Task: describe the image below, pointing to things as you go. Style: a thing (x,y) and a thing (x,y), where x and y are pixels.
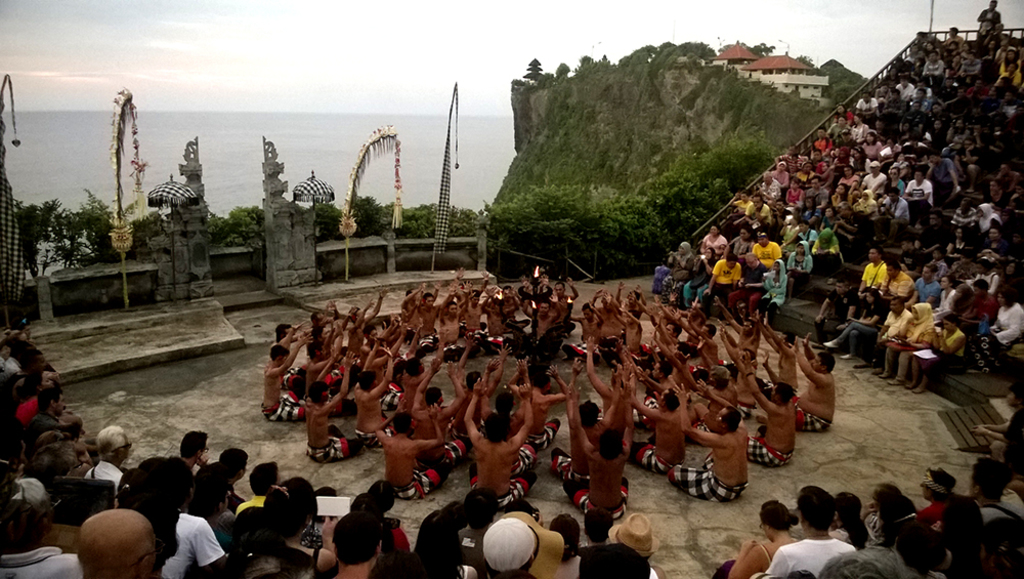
In the foreground of this image (858,572), there are persons (521,541) sitting. In the middle (356,324), there are persons (538,446) sitting around the man (545,332). In the background (750,83), there are houses (754,78) on a cliff (702,104), trees (555,202), umbrellas (316,192) and few more objects (226,252). At the top (144,20), there is the sky (324,32), cloud (344,38) and we can also see the water (323,130) behind the cliff (526,130).
